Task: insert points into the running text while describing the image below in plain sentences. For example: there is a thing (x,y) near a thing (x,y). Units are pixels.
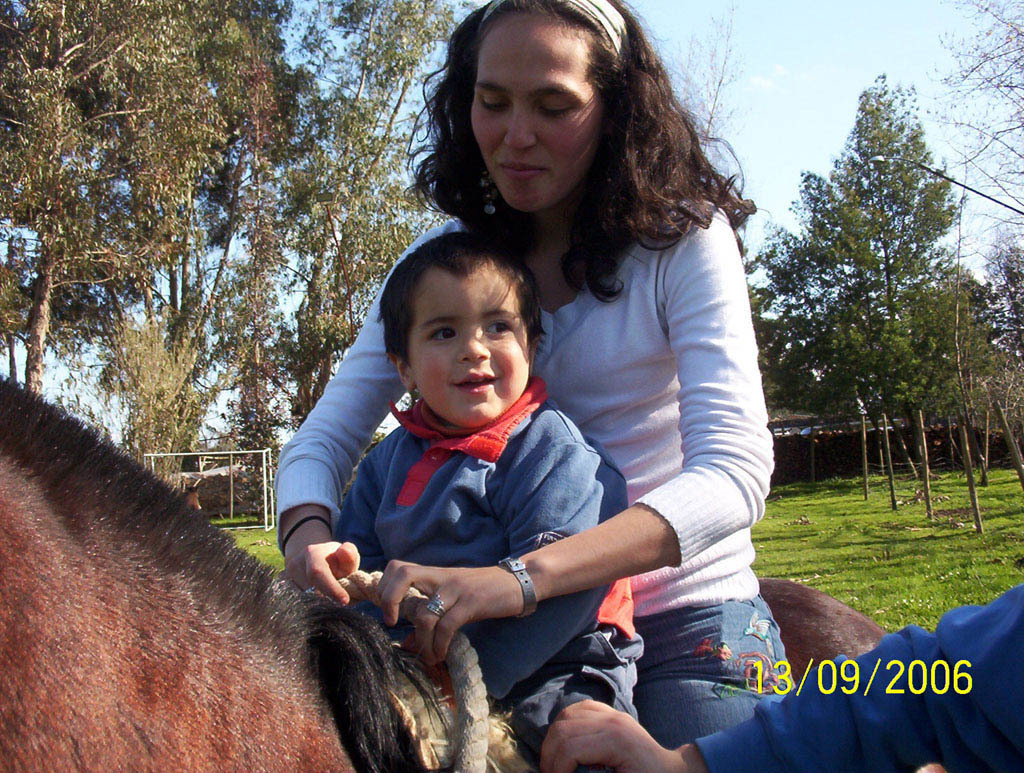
In this image, In the middle (660,380) there is a woman (689,592) and a child (477,406) sitting on a horse (186,687) which is in brown color, In the right side (844,740) there is a person (976,673) who is wearing a blue color coat (928,723) holding the kid (486,479), In the background (851,242) there are some green color plants (851,346) and green color trees (193,145), There is a sky (793,54) in blue color.
